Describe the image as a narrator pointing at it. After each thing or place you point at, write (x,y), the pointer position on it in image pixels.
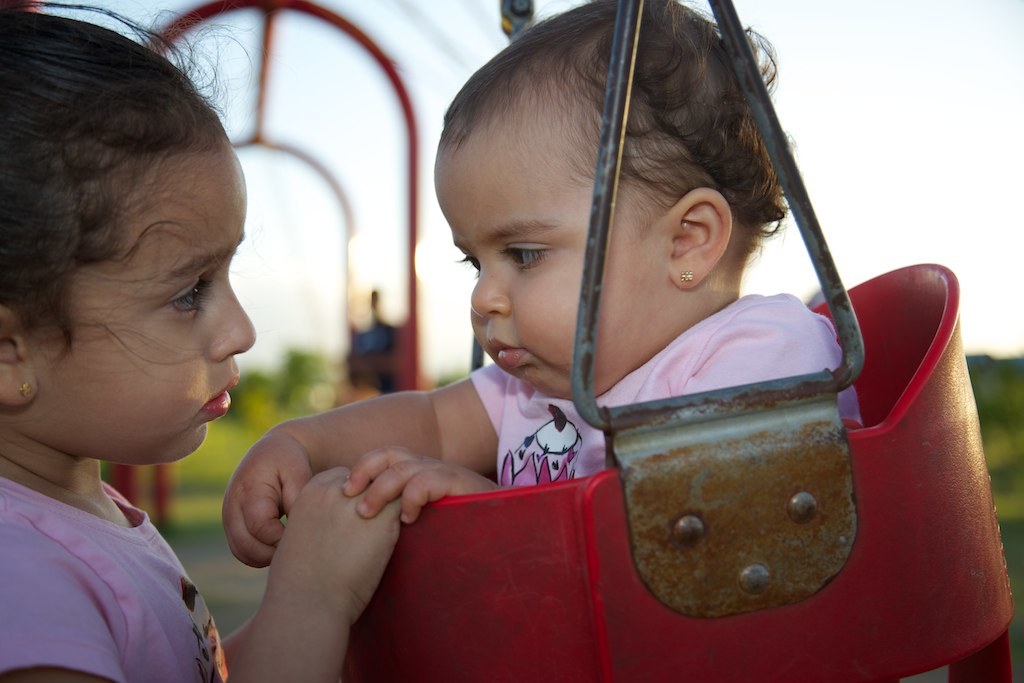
There is a baby (756,307) sitting on a red chair (508,511), in front of this baby (397,463) we can see a girl (292,680). In the background (327,308) it is blurry and we can see sky (445,367).
